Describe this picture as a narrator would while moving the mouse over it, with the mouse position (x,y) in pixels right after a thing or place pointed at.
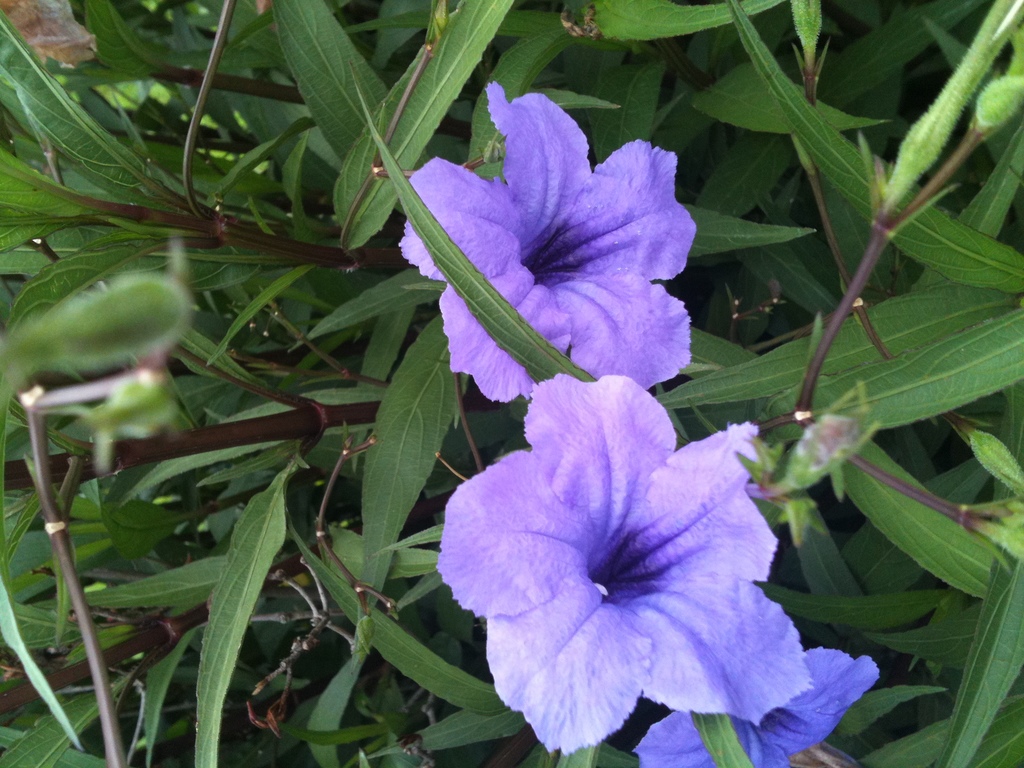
In this image, we can see there are plants (249,202) having green color leaves (246,295) and blue color flowers (514,167).
